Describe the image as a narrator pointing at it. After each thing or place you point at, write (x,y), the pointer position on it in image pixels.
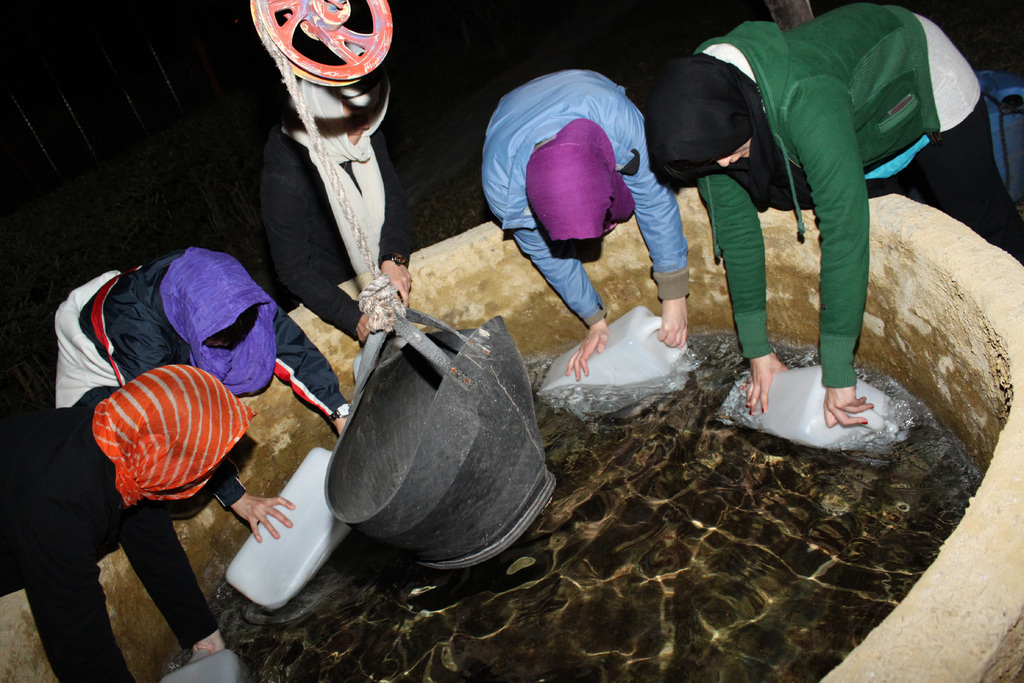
In this picture, we see five people (308,347) are filling water (639,479) in the cans (309,511) from the well (504,286). In the middle of the picture (507,377), we see a black bucket (435,422), rope (337,200) and a pulley (325,74). At the bottom (630,468), we see the water (627,490) in the well (286,432). In the background (263,88), it is black in color.
